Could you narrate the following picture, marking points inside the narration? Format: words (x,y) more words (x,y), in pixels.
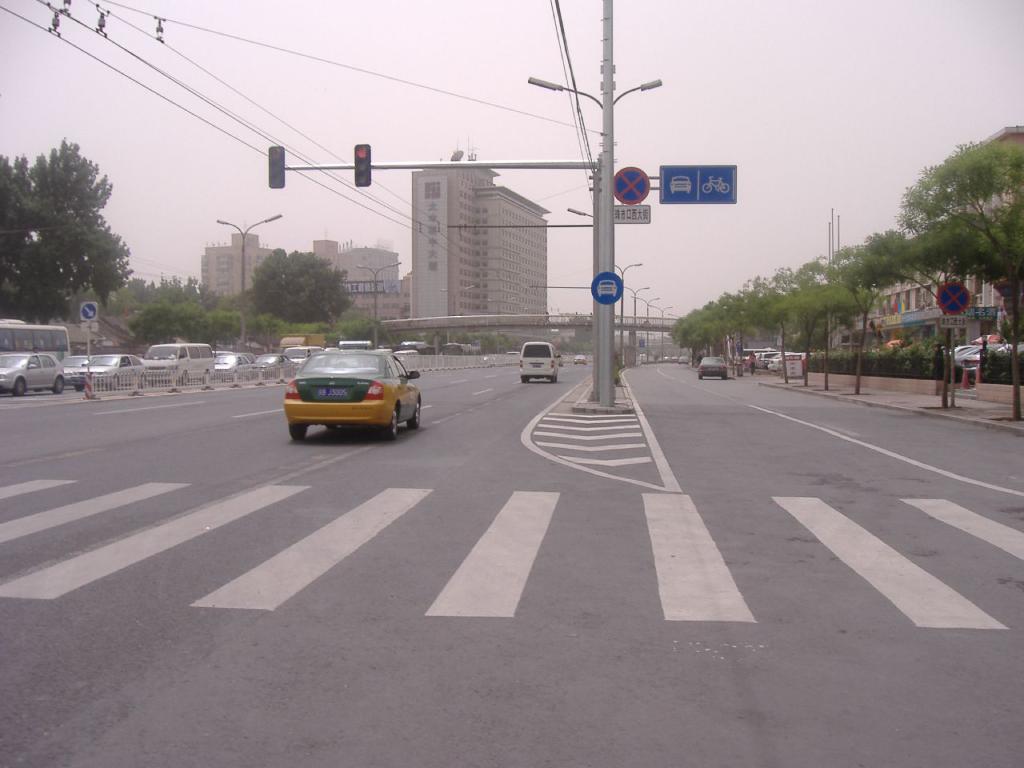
In this image, there are a few vehicles (129,374) and poles (87,356). We can see the ground (303,516) and the fence (182,374). We can see some sign boards (697,177) and wires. We can see a bridge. There are a few trees (297,272) and buildings (944,305). We can see some plants (880,357) and the sky (783,72).
